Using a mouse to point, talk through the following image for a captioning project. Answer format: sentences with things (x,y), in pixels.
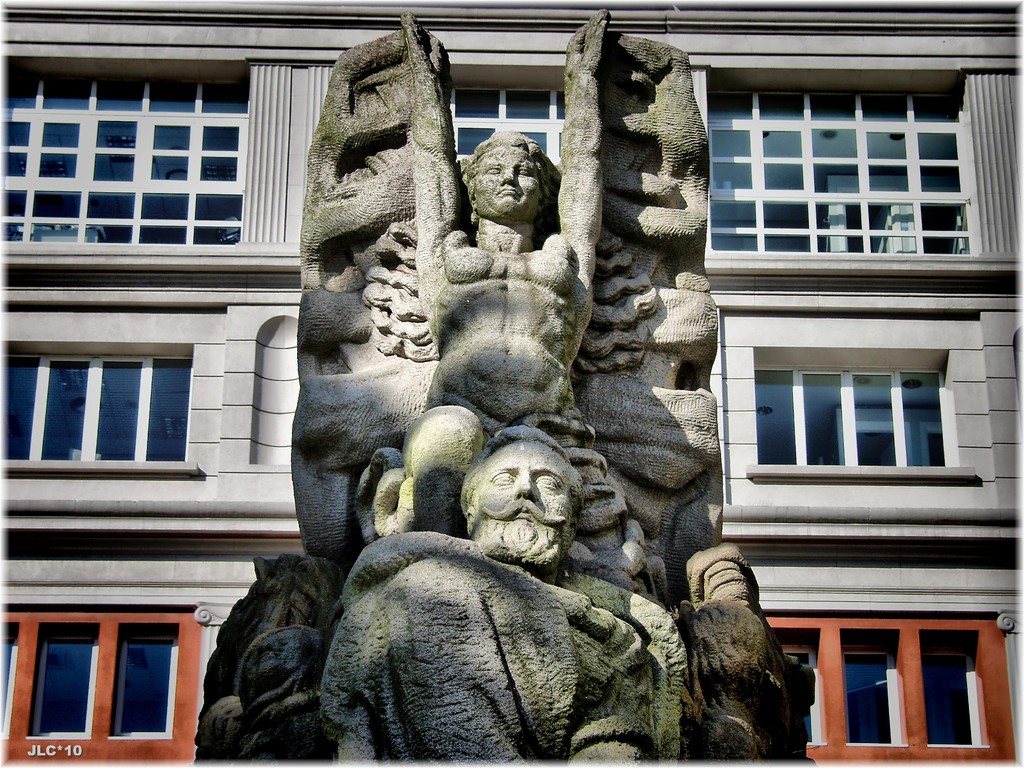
In this picture I can see a statue (406,464). In the background (272,288) I can see a building (272,288) which has windows (82,458). Here I can see a watermark (53,753).
